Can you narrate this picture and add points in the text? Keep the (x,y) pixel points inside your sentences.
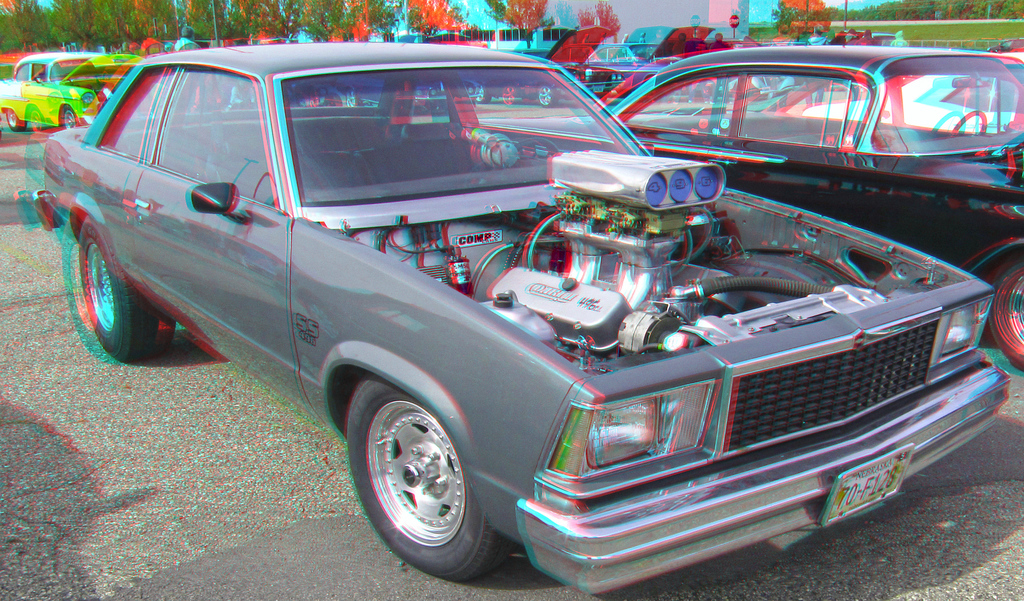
This looks like an edited image. I can see the cars (606,65), which are parked. I think this is an engine (665,344). In the background (111,27), I can see the trees (97,26) and a building (656,21).
